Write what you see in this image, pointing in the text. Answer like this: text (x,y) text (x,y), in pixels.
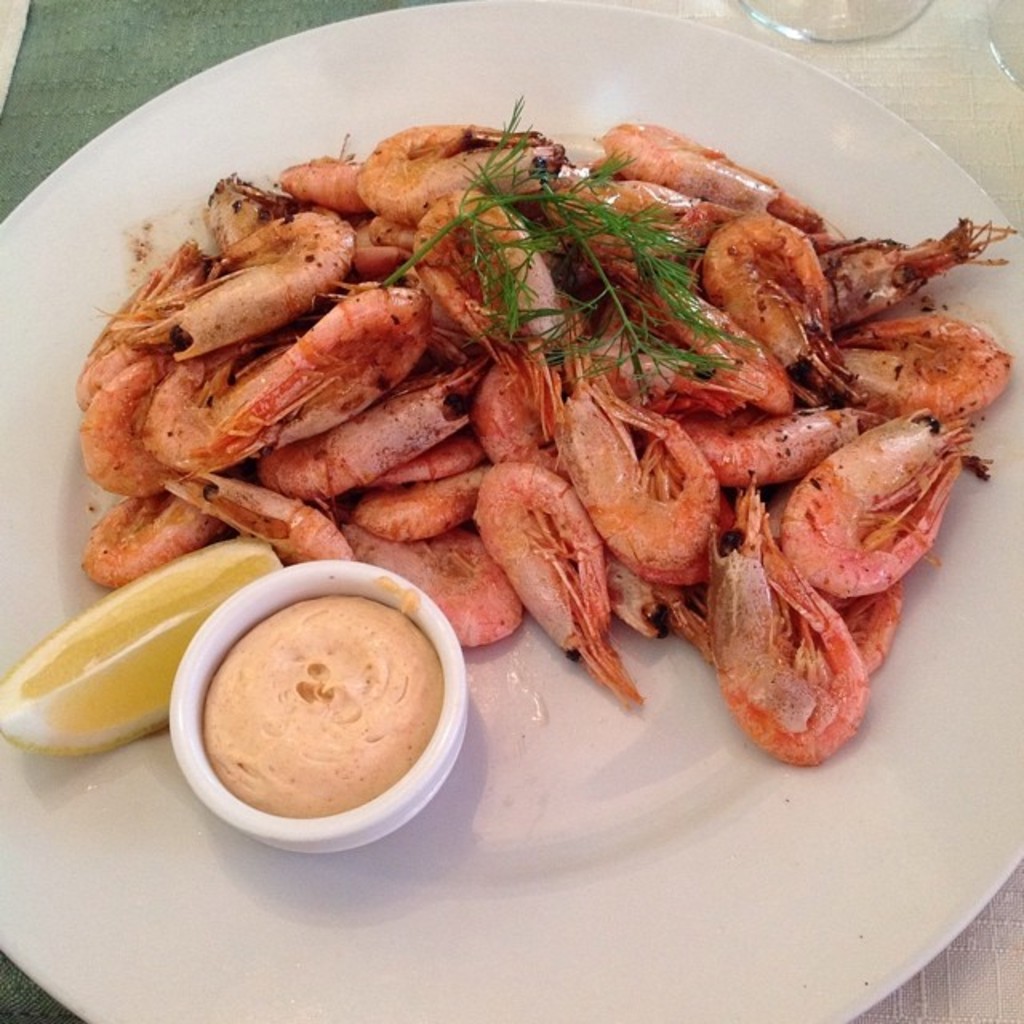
In this image in the center (647,671) there is one plate (6,550), in the plate (69,554) there are some food items (308,430) and bowl (183,675). And in the bowl (317,716) there is some food (262,692), beside the bowl (260,618) there is lemon slice (96,614) and in the background (799,26) there are glasses (903,20).
